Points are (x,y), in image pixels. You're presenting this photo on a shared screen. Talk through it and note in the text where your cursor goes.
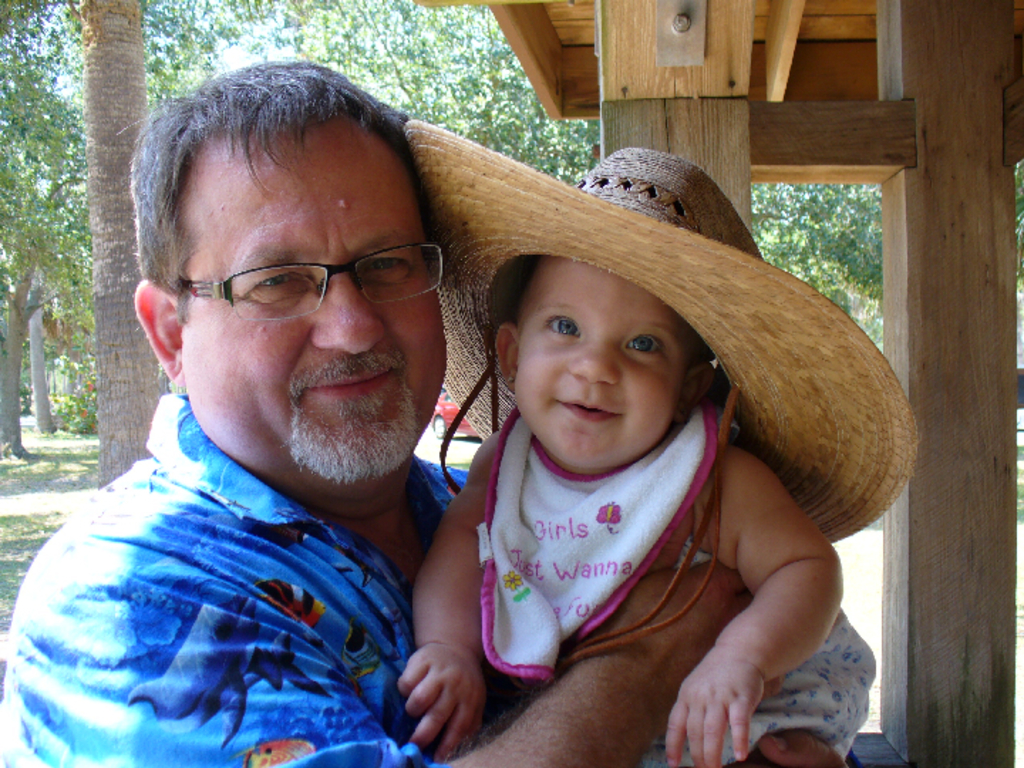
In this picture we can see a man (150,528) wore a spectacle (392,288) and holding a child (781,531) with his hand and they both are smiling and in the background (81,394) we can see trees (454,64), car (468,429).
